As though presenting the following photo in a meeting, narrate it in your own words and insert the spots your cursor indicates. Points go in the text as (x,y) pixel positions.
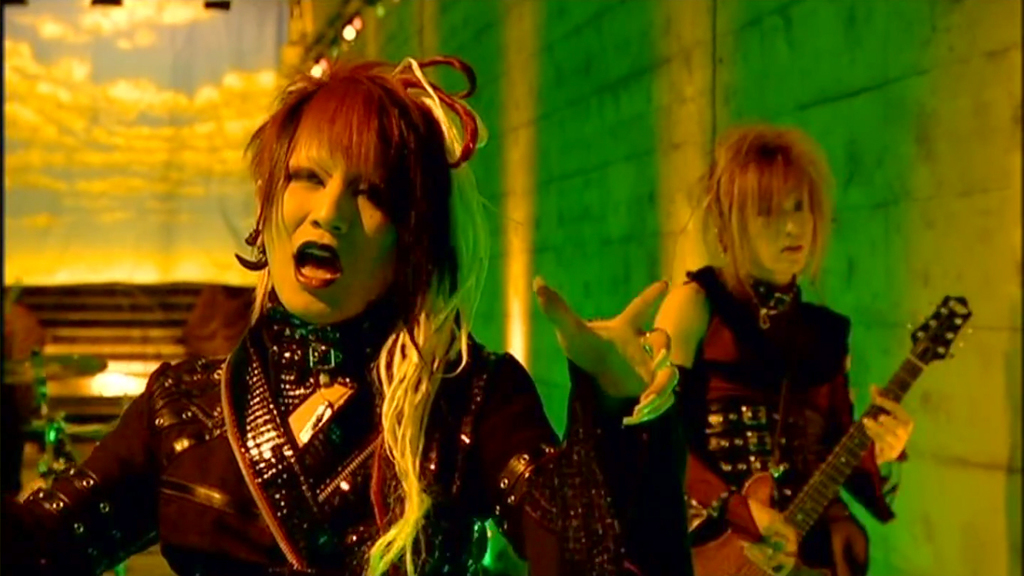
This image is taken in a concert. There are two people (330,366) in this image. They both are women (204,432). In the right side of the image (717,280) a woman (741,311) is standing and holding the guitar (787,514) in her hands (761,548). She is playing the music. In the middle of the image (346,251) a woman (126,503) is singing. In the background (578,28) there is a wall (607,157), curtain (208,158) and lights (93,393).
